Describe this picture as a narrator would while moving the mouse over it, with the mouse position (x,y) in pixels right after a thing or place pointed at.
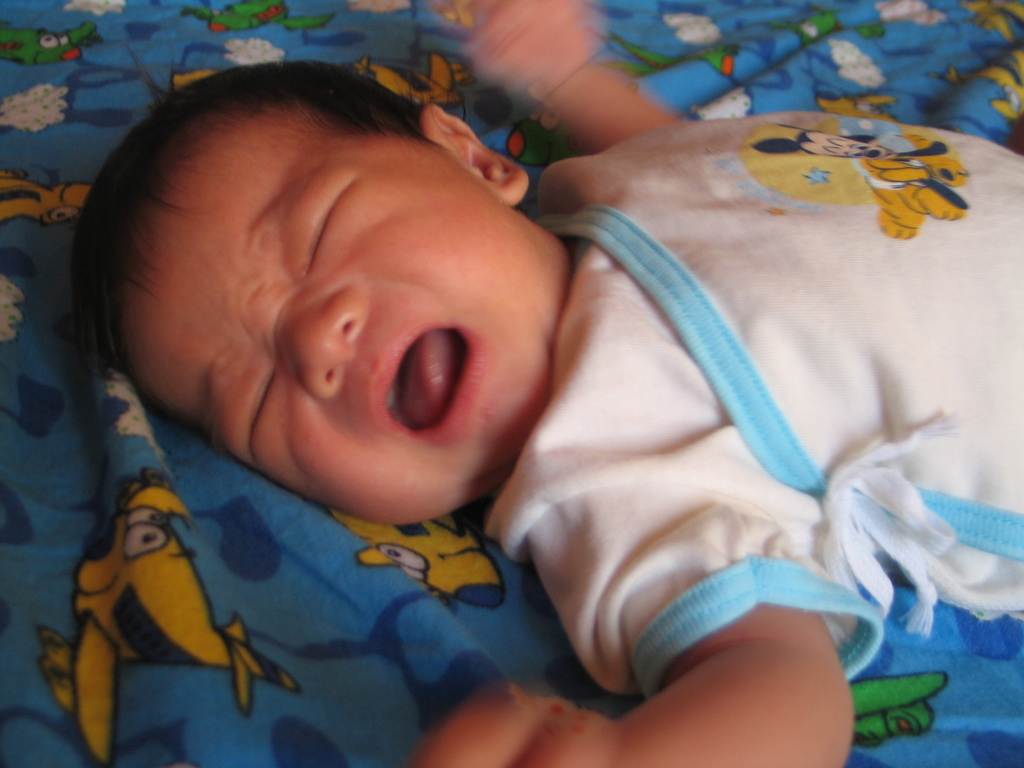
In this image we can see a baby (581,436) lying on a cloth (169,627) with animated characters (219,10).
